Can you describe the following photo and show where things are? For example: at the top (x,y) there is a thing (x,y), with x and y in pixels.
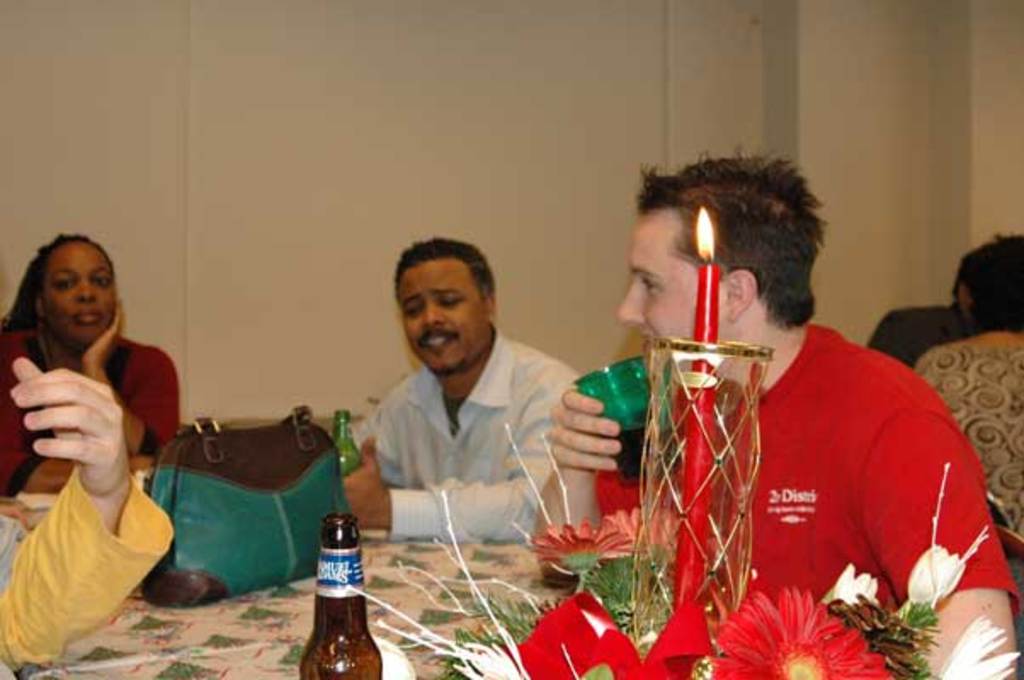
This persons (478,398) are sitting on a chair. In-front of this person (774,451) there is a table (454,586), on table (469,556) there is a bag (314,442), bottles (340,443), bouquet (714,655) and candle (698,429) with light (698,233). This man (898,600) is holding a glass (624,383).
